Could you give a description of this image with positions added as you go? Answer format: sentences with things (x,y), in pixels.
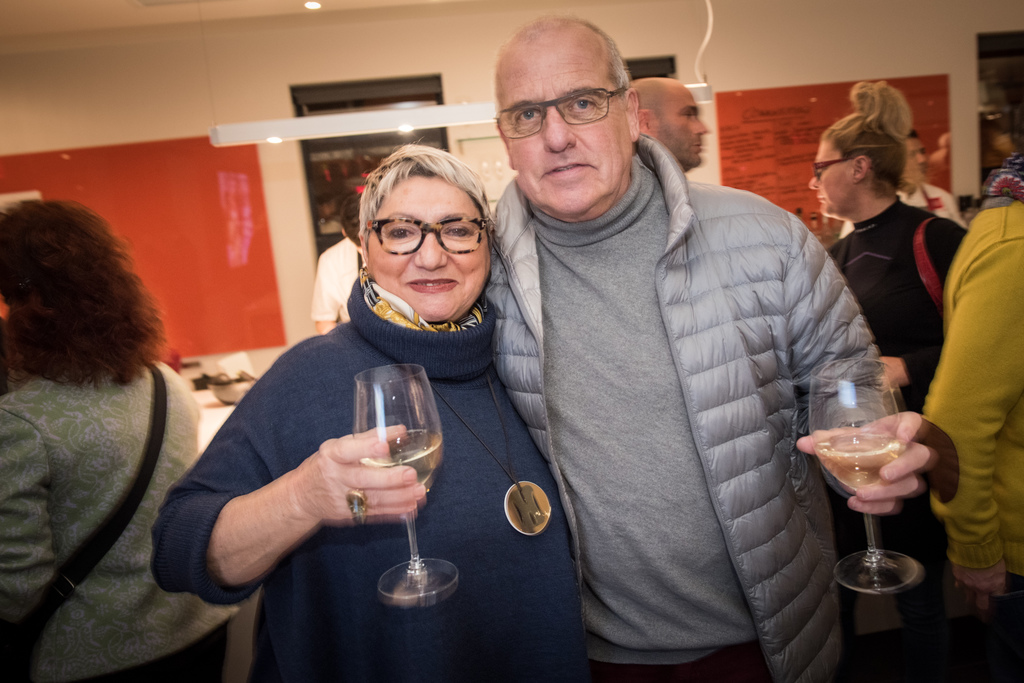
Woman (339,386) in blue jacket (430,528) and men (540,424) in grey t-shirt (613,381) and grey jacket (668,303) are holding a glass (872,380) containing some liquid (412,464) in their hands (343,460). Behind them, we see many people (852,181) standing and behind them, we see a wall (191,73) which is white in color and we even see some posters (246,187) sticked on that wall (184,58). Beside that, we see brown door (364,165).
